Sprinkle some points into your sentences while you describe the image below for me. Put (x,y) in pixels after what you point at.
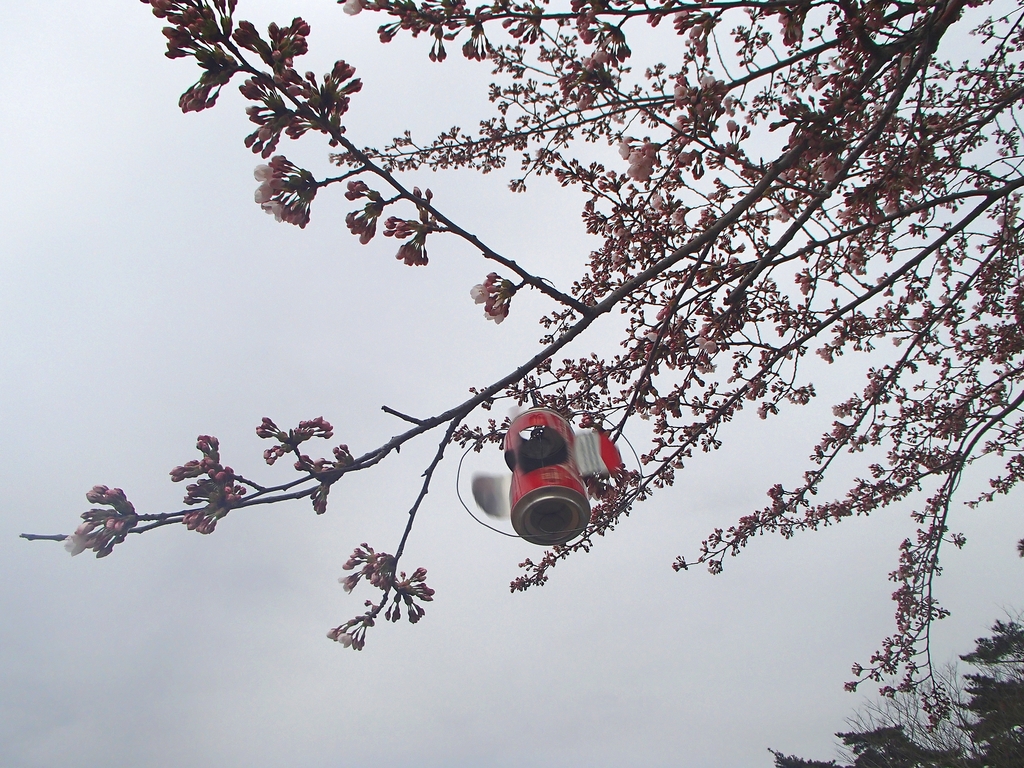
This image is taken outdoors. On the right sides of the image there are a few trees (951,693). In the background (198,348) there is a sky (244,626) with clouds (287,287). In the middle of the image (544,477) there is a can (516,498).
